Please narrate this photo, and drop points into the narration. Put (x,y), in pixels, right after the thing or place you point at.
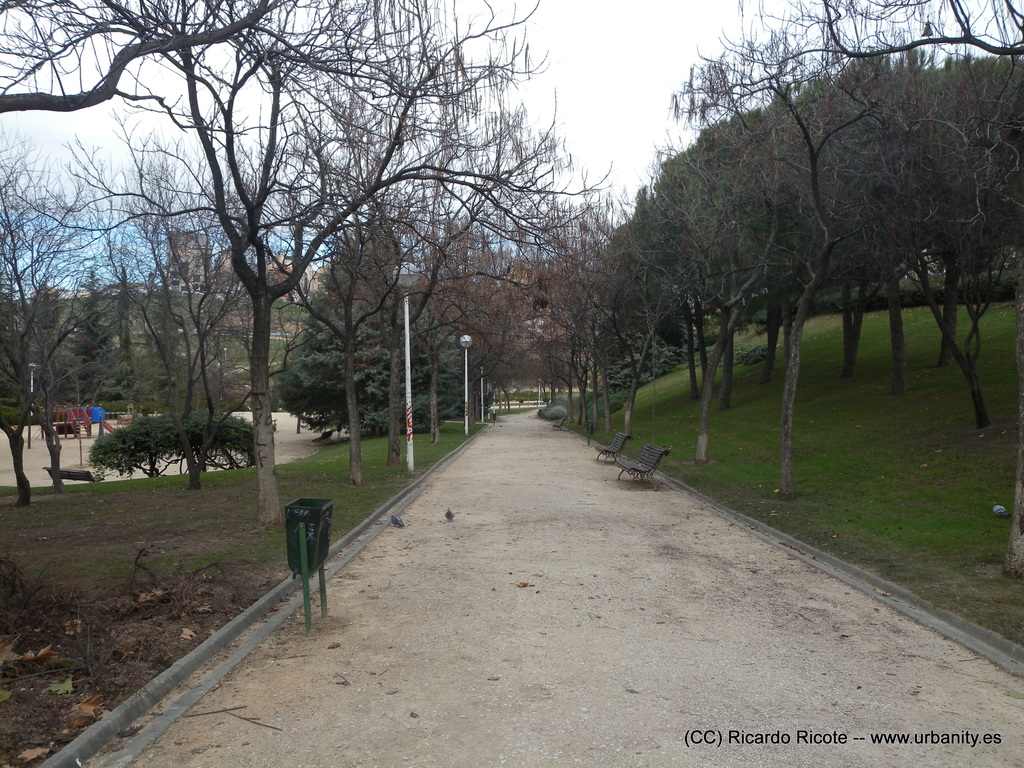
This picture is clicked outside. On the right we can see the benches (607,447) and some other objects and we can see the lights (464,339) attached to the poles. On both the sides we can see the green grass (934,506) and the trees (967,203). In the background (75,439) we can see the sky (595,67) and some other objects (91,425). In the bottom right corner (811,742) we can see the text (832,737) on the image.
